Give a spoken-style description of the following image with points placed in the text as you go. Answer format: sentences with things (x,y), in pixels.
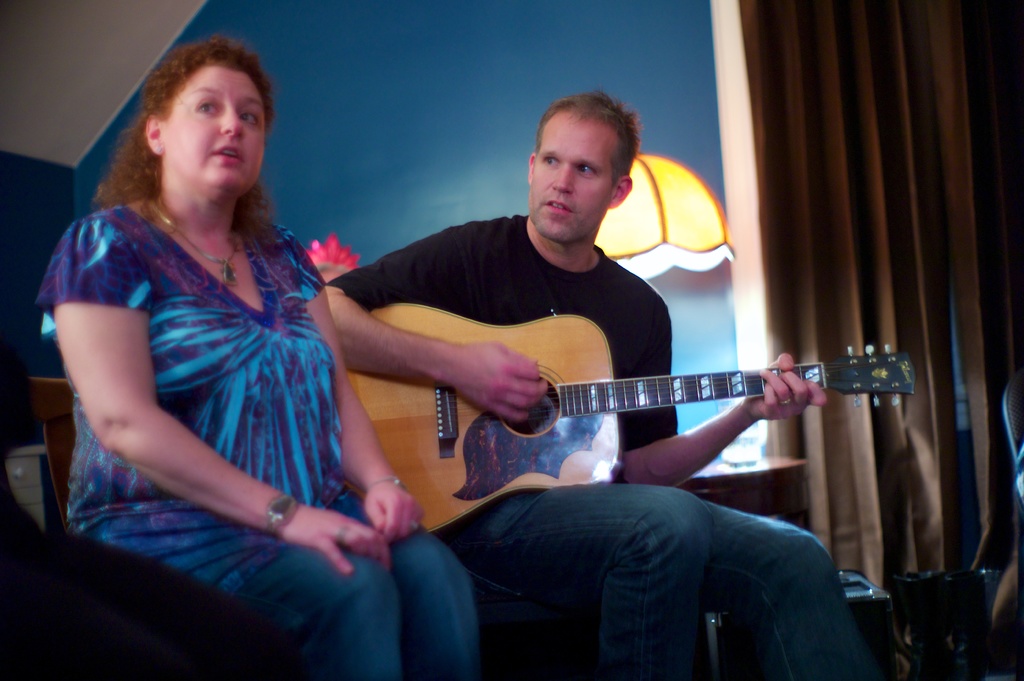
inside the room (363,240) where the two persons (425,266) sitting each other and the one person (330,500) she is watching something and another person (620,573) is playing the guitar (553,451) and on the table (783,463) the light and glass (749,440) is present and the person (603,291) who is playing the guitar (705,399) he could be watching the woman (301,302).
